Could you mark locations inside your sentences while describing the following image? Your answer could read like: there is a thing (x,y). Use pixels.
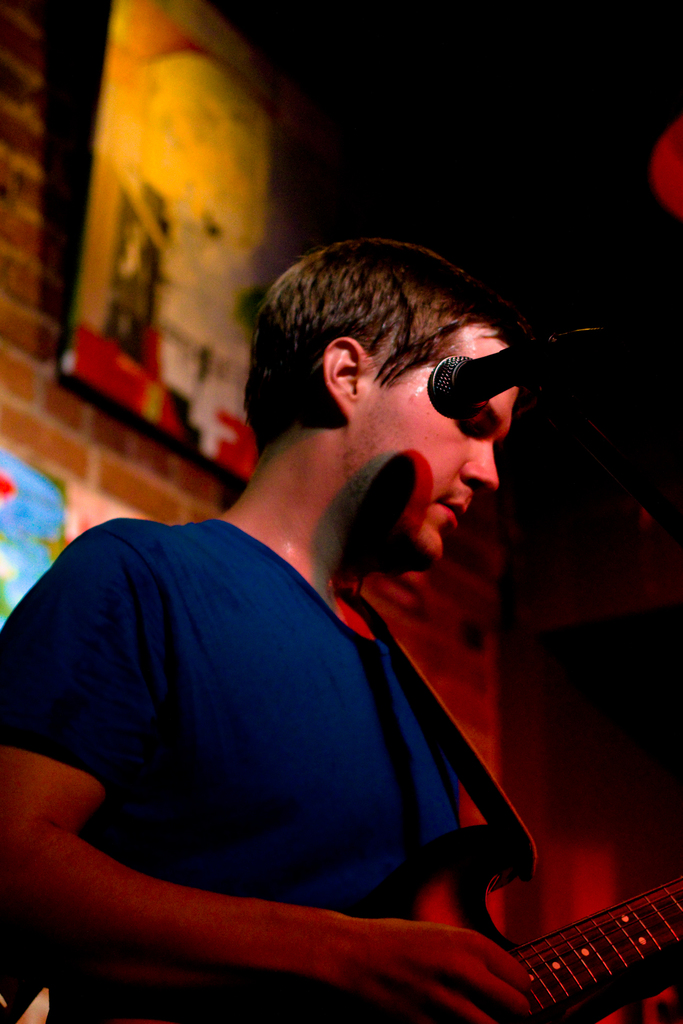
This image consists of a man (386,830) who is holding a musical instrument (472,919). There is also a mic (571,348) in front of him. He is wearing blue color t-shirt (319,757). Behind him there is a wall (80,473), on that Wall (114,471) on the top side of the image (312,197), there are photo frames (118,256).
